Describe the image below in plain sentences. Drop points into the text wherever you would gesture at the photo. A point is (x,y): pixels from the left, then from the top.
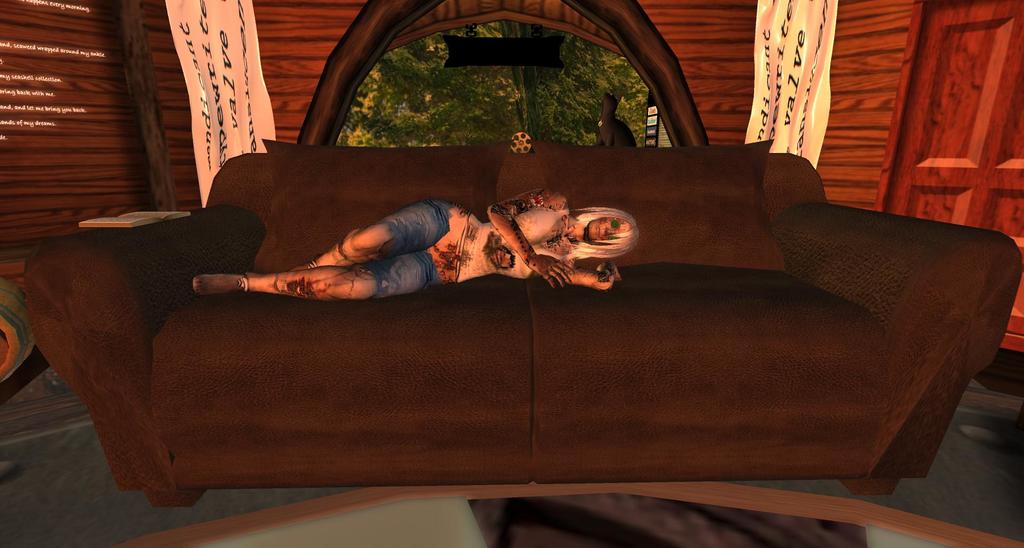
In this picture I can see the animated image. in the center (342,237) I can see the woman (359,232) who was lying on the couch (130,230). Beside her legs (335,290) I can see the book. In the back (460,107) I can see the trees (478,98), window (483,97) and banners (803,115). On the right (920,137) there is a door (903,146). At the bottom (572,496) it might be the carpet (69,503).
